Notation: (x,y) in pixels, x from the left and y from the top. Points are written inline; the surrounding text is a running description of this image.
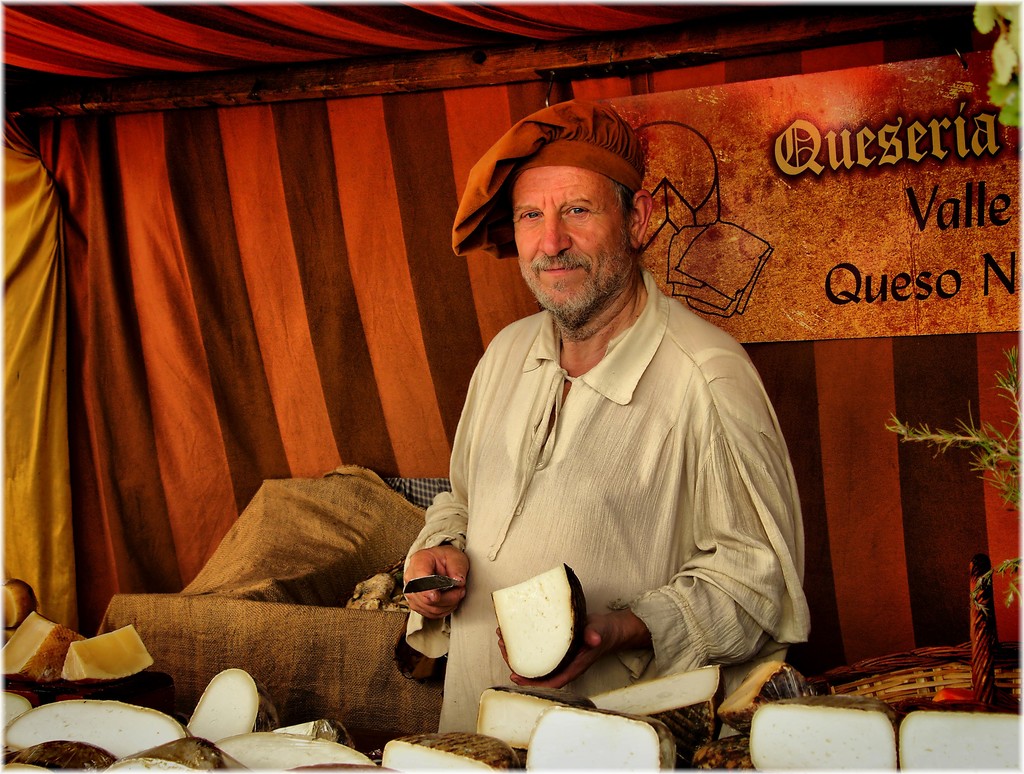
The man (493,350) in the middle of the picture (531,385) wearing a white shirt (632,558) and a red bonnet (555,136) is holding a knife (453,580) in one of his hands (453,580) and in the other hand (512,675), he is holding something. He is smiling. In front of him, we see white color things (482,765) are placed on the table (679,729). Behind him, we see a brown color cloth (291,578). In the background (292,386), we see a sheet (347,363) in red and maroon color. In the right top of the picture (769,146), we see a board (751,215) with some text (859,265) written on it.
